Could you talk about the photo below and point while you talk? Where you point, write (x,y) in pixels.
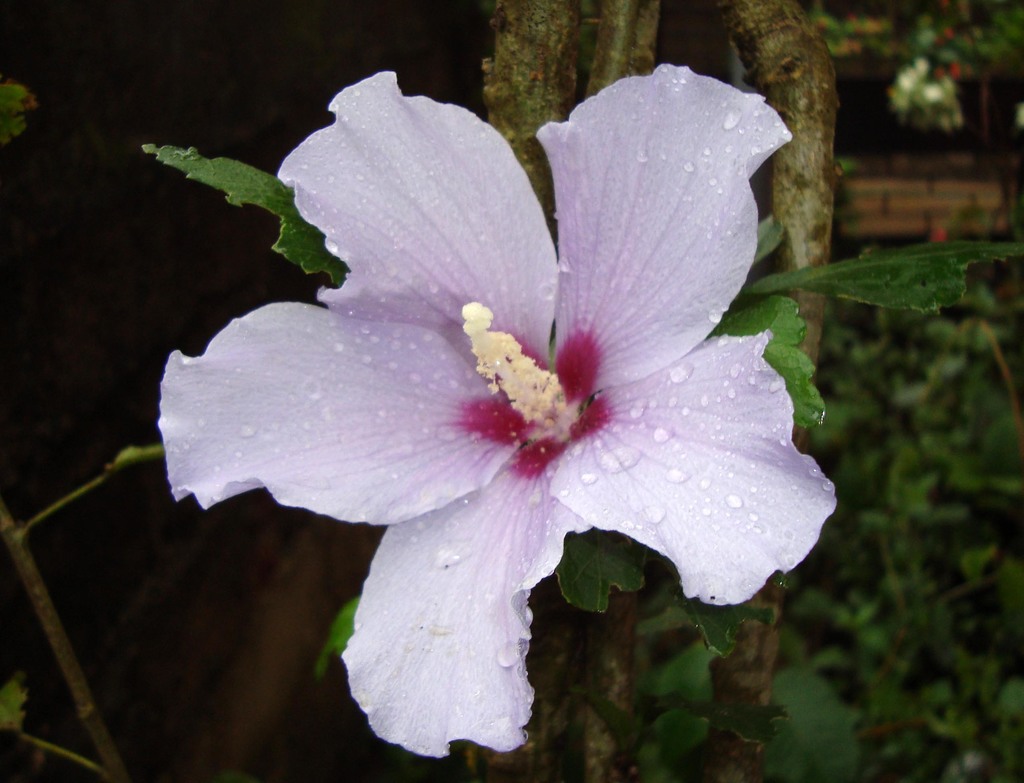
In this image we can see a hibiscus flower (493,433). In the background (115,227) it is looking blur and green.
